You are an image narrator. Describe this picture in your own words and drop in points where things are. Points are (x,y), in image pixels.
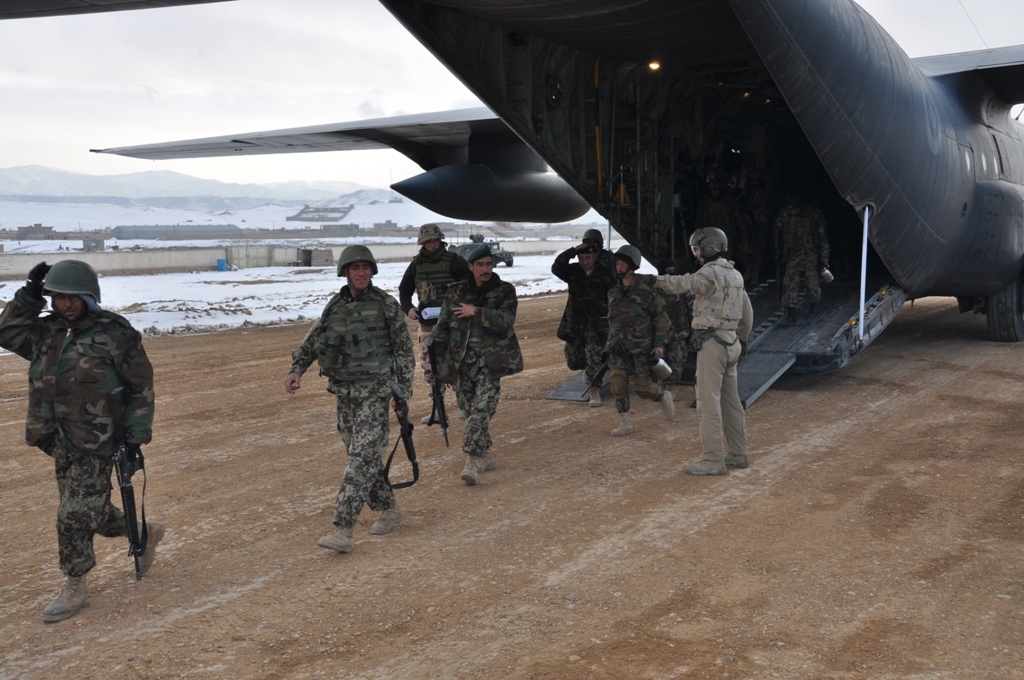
As we can see in the image there are few people (399,377) here and there wearing army dresses (88,387) and holding guns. On the right side (824,178) there is a plane (733,65). In the background (191,242) there is snow (164,209) and on the top (272,77) there is a sky (82,88).
